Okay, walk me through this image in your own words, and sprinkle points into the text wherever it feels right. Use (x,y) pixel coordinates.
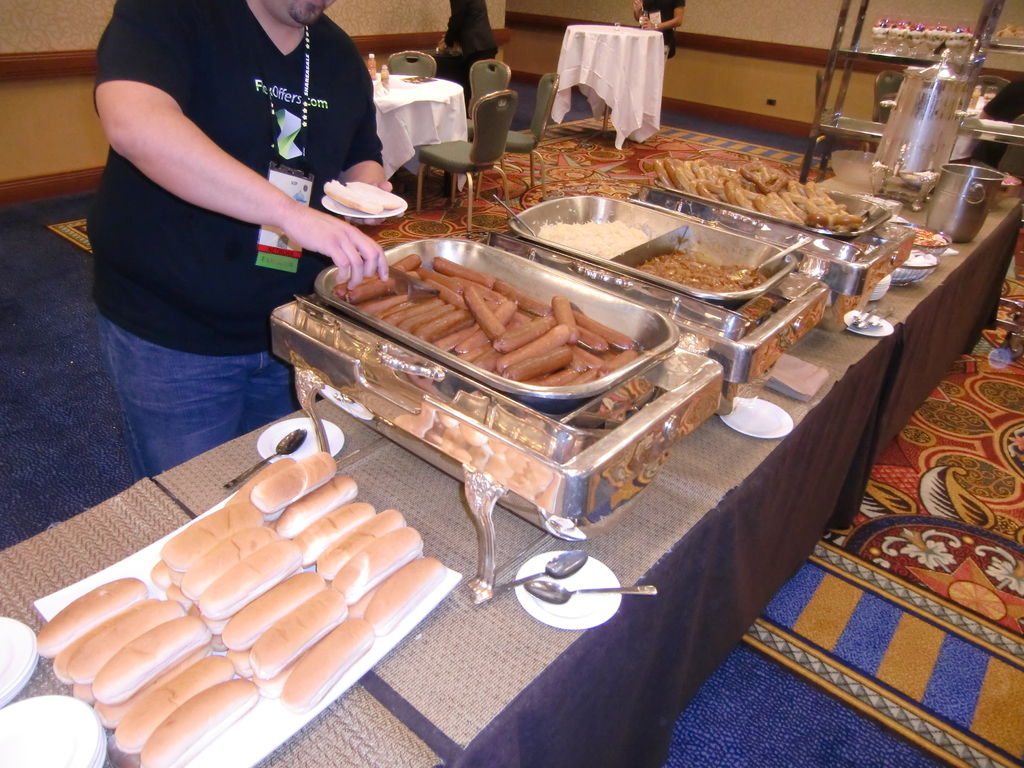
In this picture we can see so many items (422,415) are placed on the table (426,514), one person (224,120) is holding plate (326,199), behind we can see some chairs (501,141) and tables (405,94) are arranged.
